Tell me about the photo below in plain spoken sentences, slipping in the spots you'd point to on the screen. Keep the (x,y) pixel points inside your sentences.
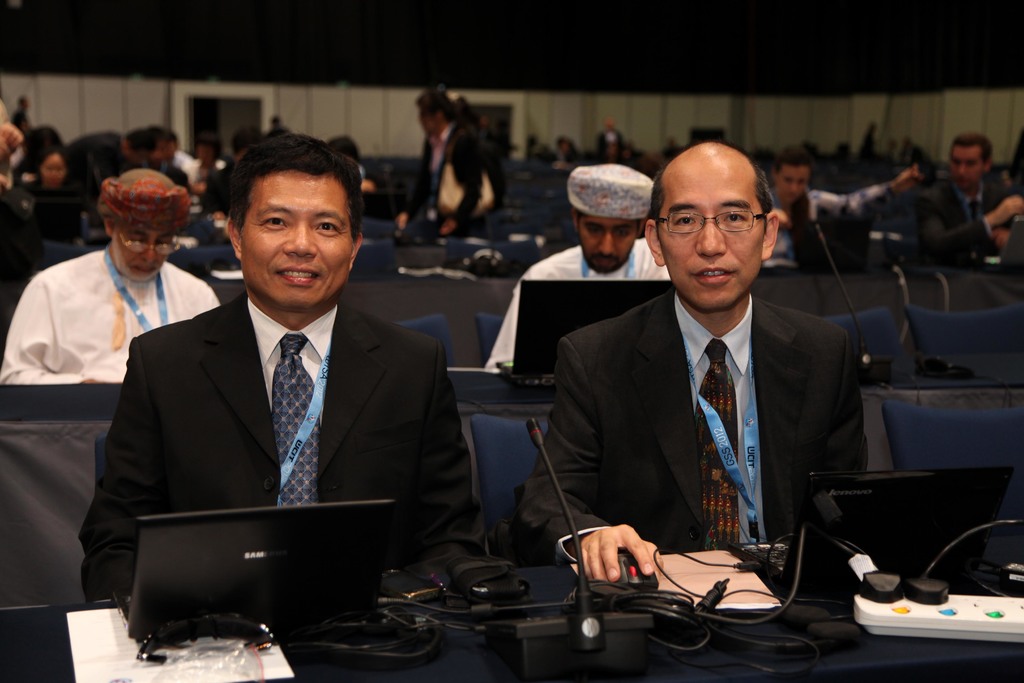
In this picture we can see there are groups of people (338,311) sitting on chairs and some people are standing. In front of the sitting people (292,335), there are tables (464,387) and on the tables (452,665) there are microphones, laptops (888,527), extension board (858,604), cables (661,609), paper (105,636), mouse (631,581) and other things (865,593). Behind the people (425,212) there is a wall (346,103).
